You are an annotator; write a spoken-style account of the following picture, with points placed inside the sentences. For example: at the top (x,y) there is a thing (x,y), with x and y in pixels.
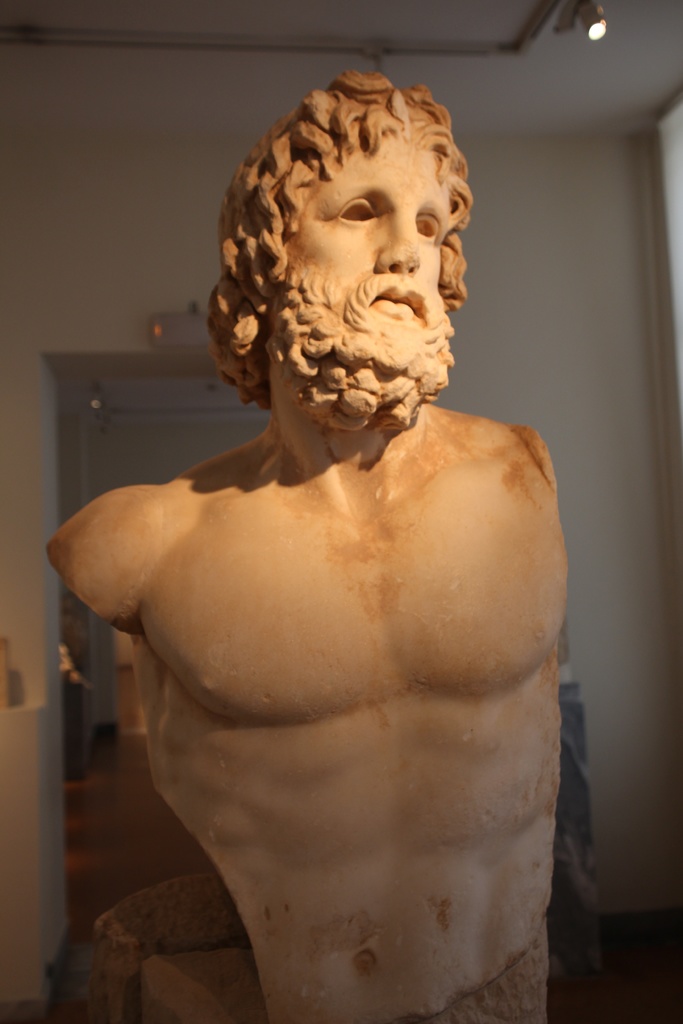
This picture shows stone carving (502,571) of a man (424,312). we see light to the ceiling (558,34).
